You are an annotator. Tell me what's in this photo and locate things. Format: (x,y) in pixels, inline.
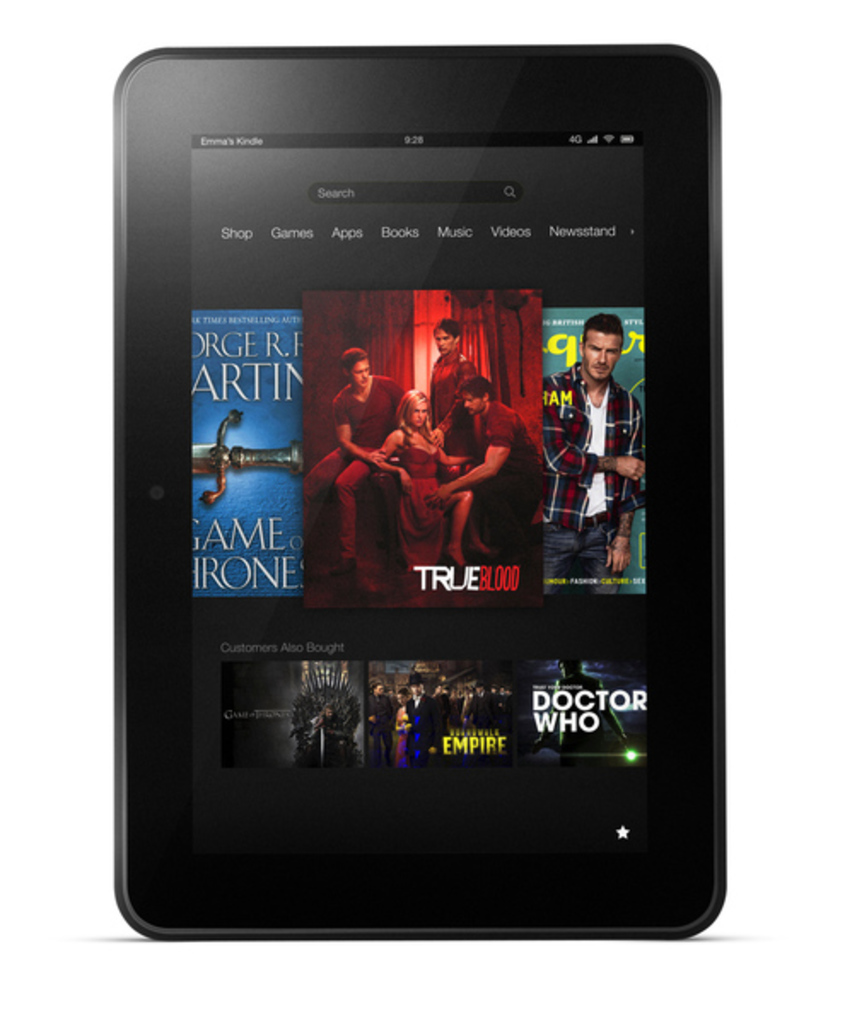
In this picture there is a tablet (563,555). In the screen (424,334) I can see the film posters (513,523).
